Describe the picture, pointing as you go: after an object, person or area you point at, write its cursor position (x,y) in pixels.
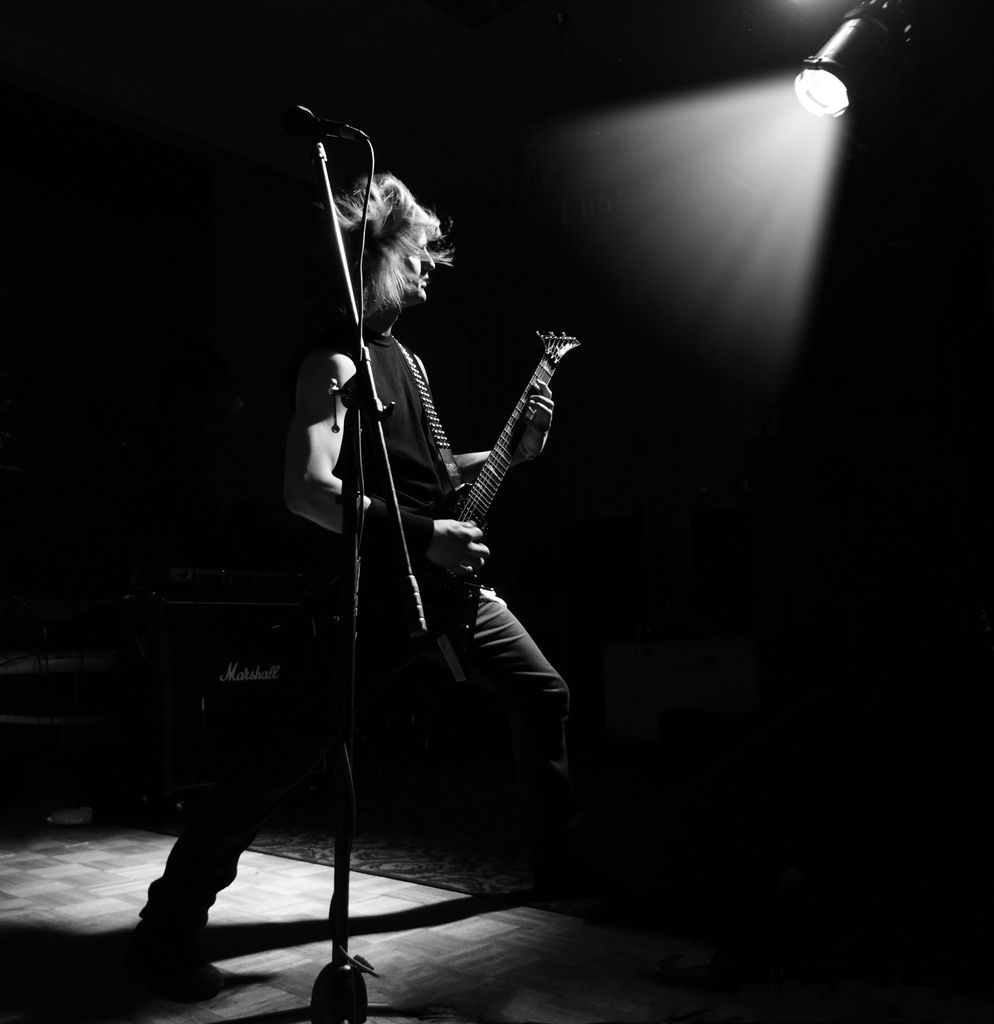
In this image there is a man (407,500) standing. He is wearing a guitar (487,492). In front of him there is a microphone (326,123) to its stand (354,435). In the top right (854,49) there is a spotlight (813,81). The background (786,529) is dark.
